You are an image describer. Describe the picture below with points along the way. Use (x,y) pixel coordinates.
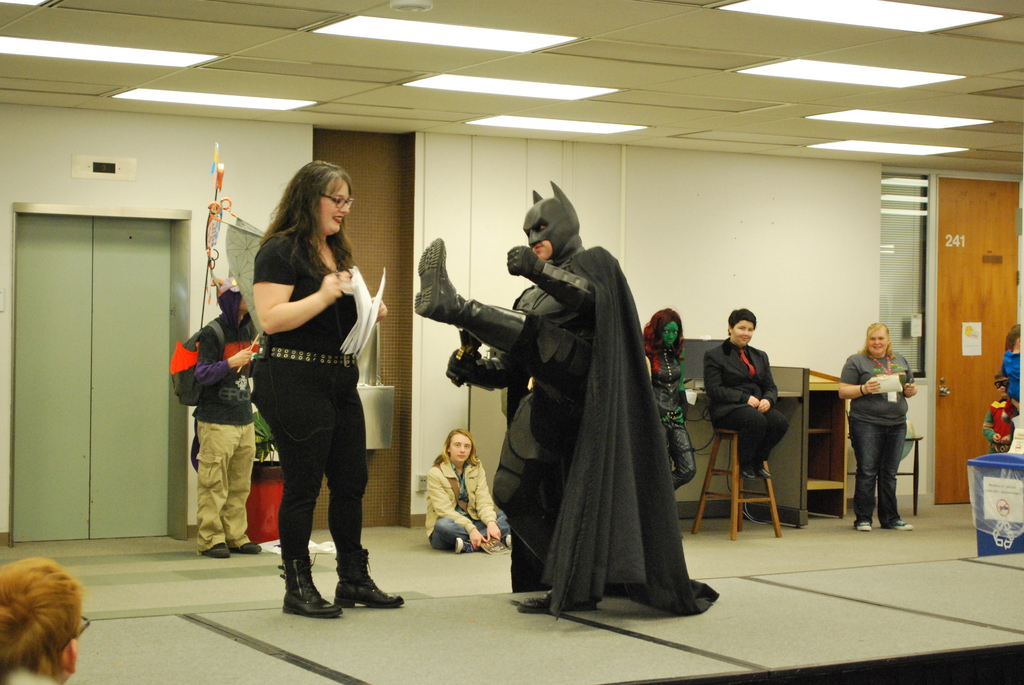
In this picture we can see a group of people (303,601) on the floor (730,603), here we can see a stool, door (939,494), wall (907,490) and some objects (983,532) and in the background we can see a roof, lights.
